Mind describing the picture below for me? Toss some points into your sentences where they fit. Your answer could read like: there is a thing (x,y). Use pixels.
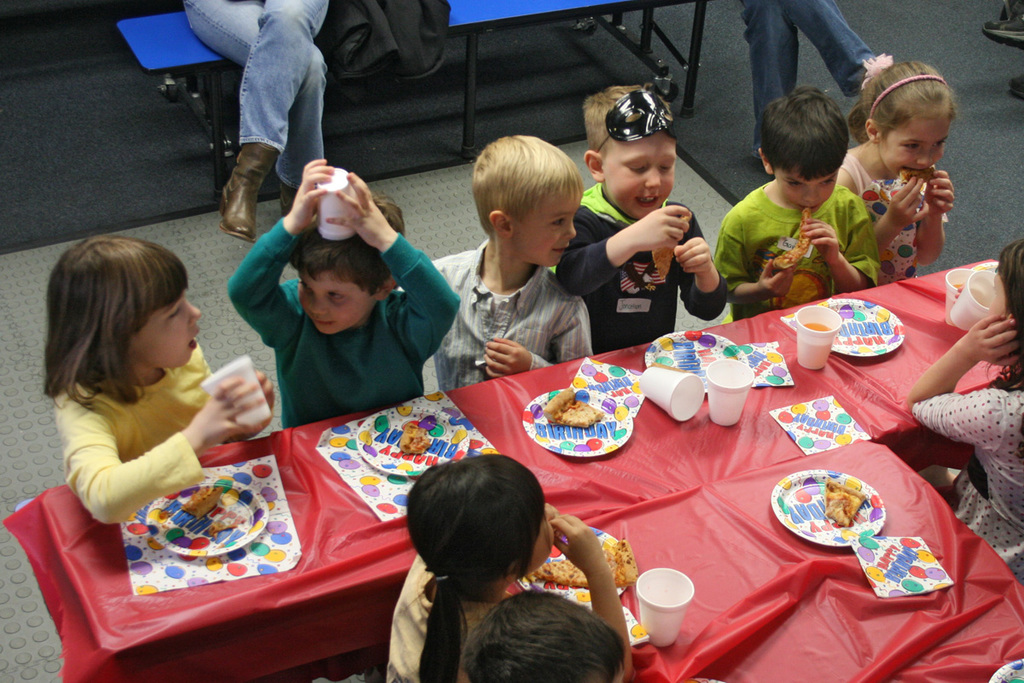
In this image there are 2 girls (95,498) and 4 boys (546,331) standing in an order near the table (787,445) and in table (280,576) there is a colorful paper (228,557) and a colorful plate (403,463) with the food (414,425), glasses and in back ground (279,89) there are table (184,52), persons (263,107) sitting.
